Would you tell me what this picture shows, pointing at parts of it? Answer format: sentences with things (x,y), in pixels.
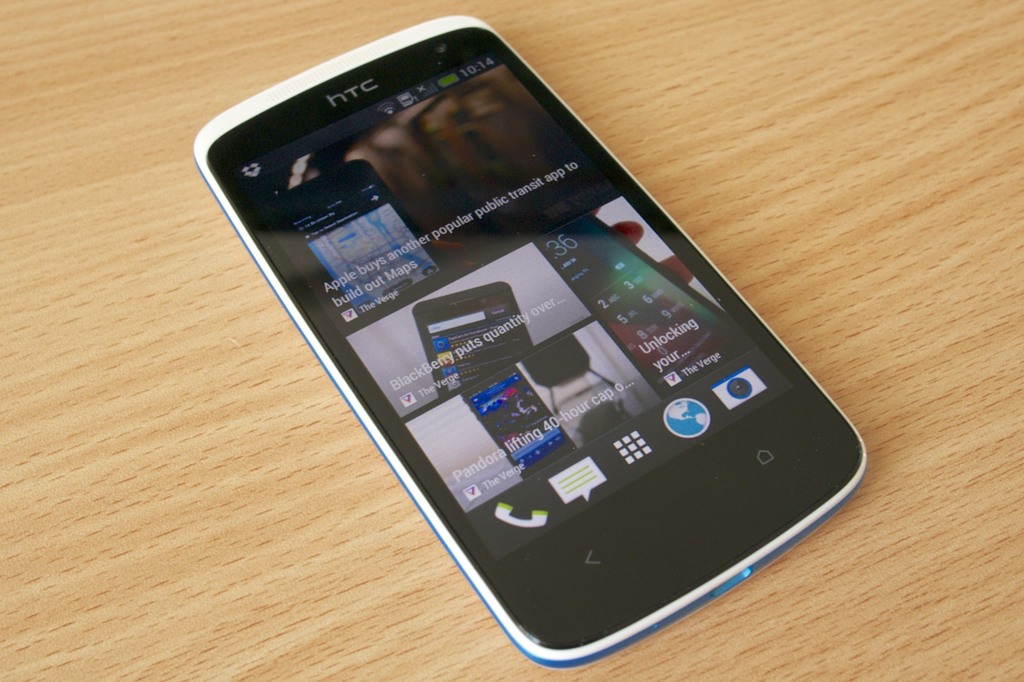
As we can see in the image there is a table (205,393). On table (160,33) there is a mobile phone (574,254).
